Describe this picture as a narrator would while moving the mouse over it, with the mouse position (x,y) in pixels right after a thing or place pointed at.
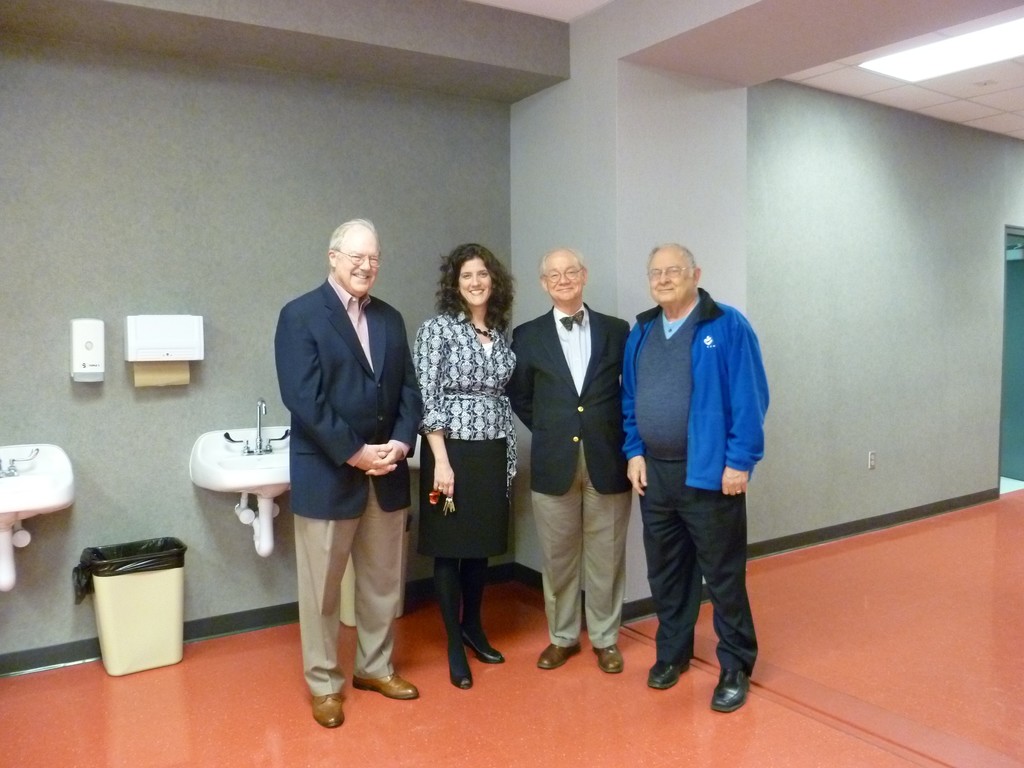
In this picture there are group of people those who are standing in the center of the image (650,265) and there are sanitary equipments (81,379) and a dustbin (130,574) on the left side of the image (130,611).
